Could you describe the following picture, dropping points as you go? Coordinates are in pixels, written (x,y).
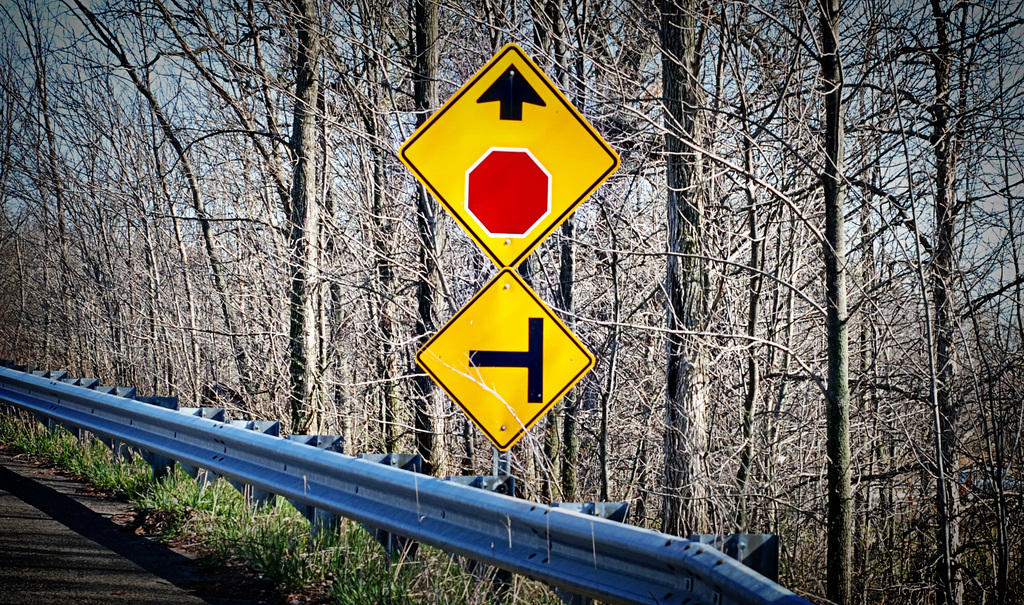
In this picture we can observe two yellow boards (517,250) fixed to the pole (510,455). There is a railing (226,444). We can observe plants (176,489) on the ground (175,527). There is a road (75,535) on the left side (35,544). In the background (698,250) there are trees (687,198).
